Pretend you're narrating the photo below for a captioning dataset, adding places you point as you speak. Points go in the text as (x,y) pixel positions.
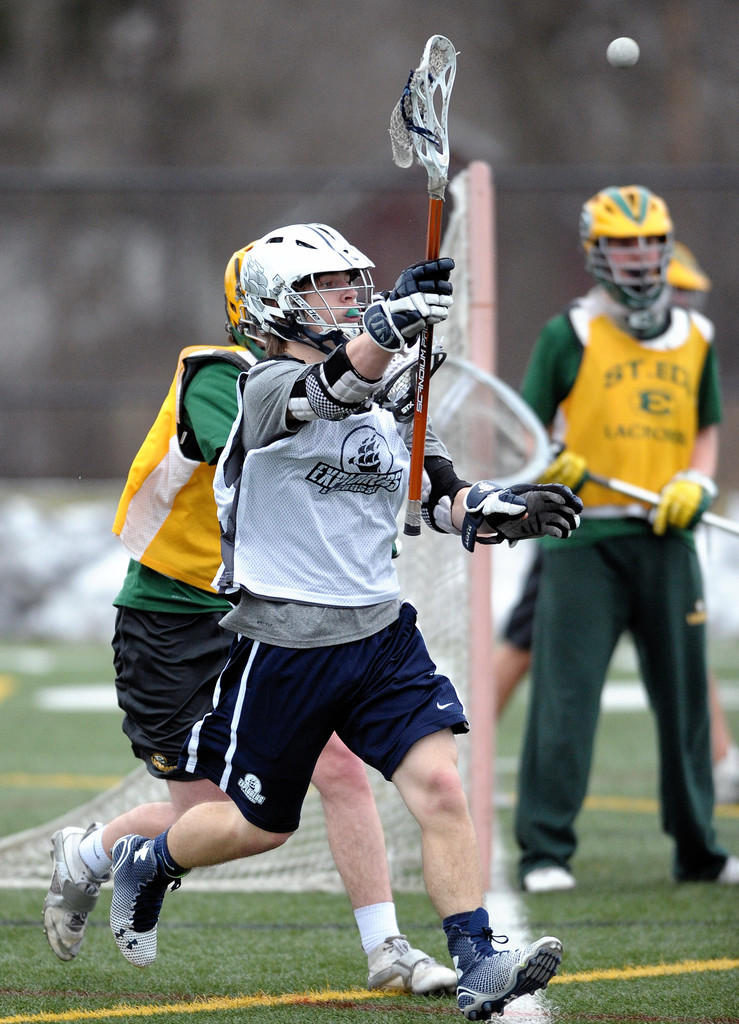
This image consists of three men (606,268) playing a game. They are wearing helmets (282,228) and shoes (136,954). At the bottom (191,979), there is green grass (211,964). The background (192,10) is blurred.
